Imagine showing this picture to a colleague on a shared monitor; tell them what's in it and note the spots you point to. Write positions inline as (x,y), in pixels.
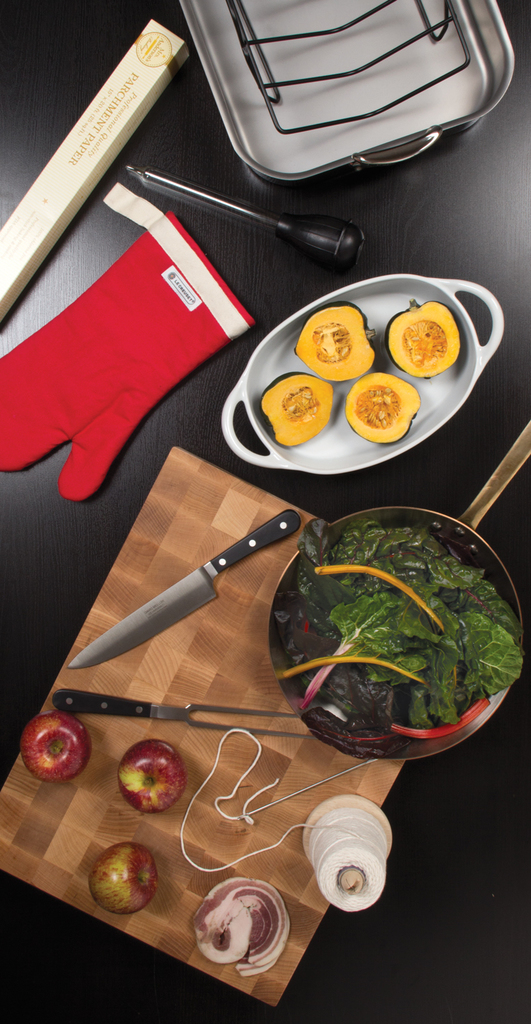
In this image there are different types of fruits (28,739) and vegetables (303,399) and there is also a knife (270,538) and red color glove (173,340) and at the bottom of the image (326,781) there is a needle (316,785) and thread (361,798) and at the left side of the image (38,723) there are three apples (166,785) and there is a pan (499,482) and at the top of the image (277,11) there is a dish (267,14).
